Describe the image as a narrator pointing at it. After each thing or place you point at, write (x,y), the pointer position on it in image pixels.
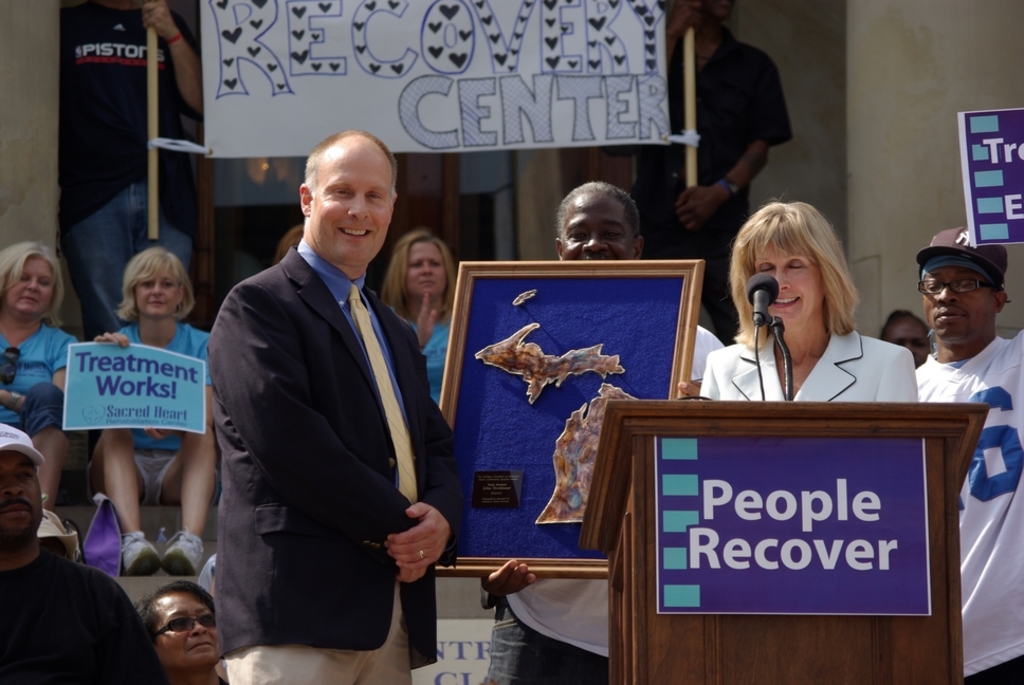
In this image in the right (811,365) a lady (829,388) wearing white coat (843,359) is standing beside a podium (768,417). In front of her there is a mic (759,300). In the left (339,268) there is a man (319,300) wearing black coat (310,422). Here there is a man (590,243) holding frame (541,503). They all are smiling. In the background (962,373) there are many people (166,331) few are sitting on the stairs (142,521). Some of them are holding cardboard (136,349). In the background (141,150) two persons (118,48) are standing. They are holding a banner (505,39).
